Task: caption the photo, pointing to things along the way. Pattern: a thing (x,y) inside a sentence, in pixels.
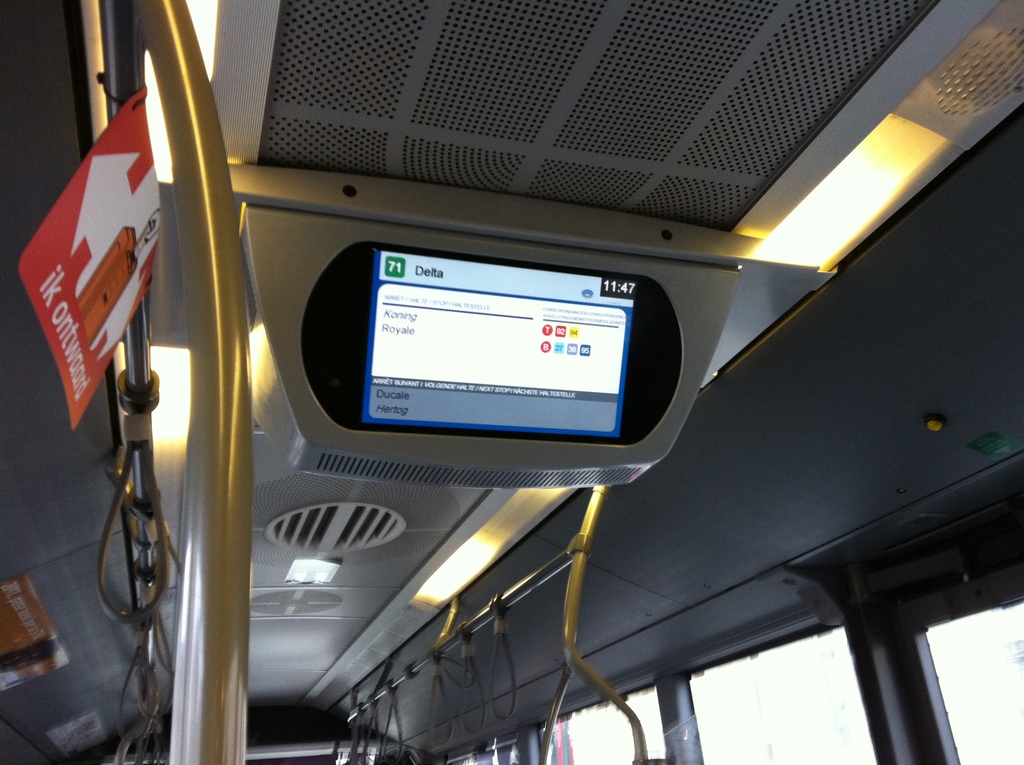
In this image I can see the inner part (652,468) of the vehicle (556,477). I can see few windows (865,742), screen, lights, board (95,192) and few bus handles (500,617) attached to the poles (507,592).
